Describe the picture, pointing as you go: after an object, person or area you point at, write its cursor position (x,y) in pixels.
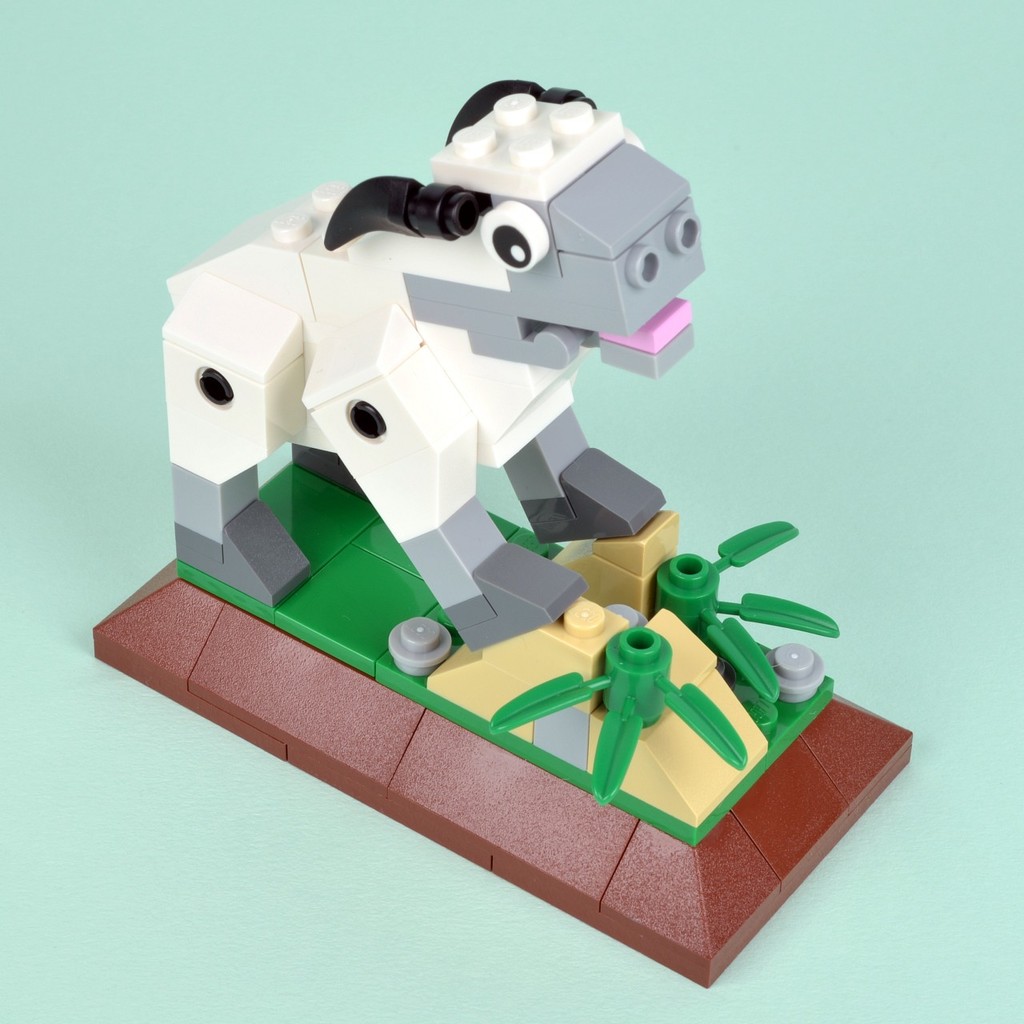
Here we can see an animal (408,525) standing on a platform (474,766) and some other objects (563,631) on it made with lego toys (563,631) on a platform (429,753).
